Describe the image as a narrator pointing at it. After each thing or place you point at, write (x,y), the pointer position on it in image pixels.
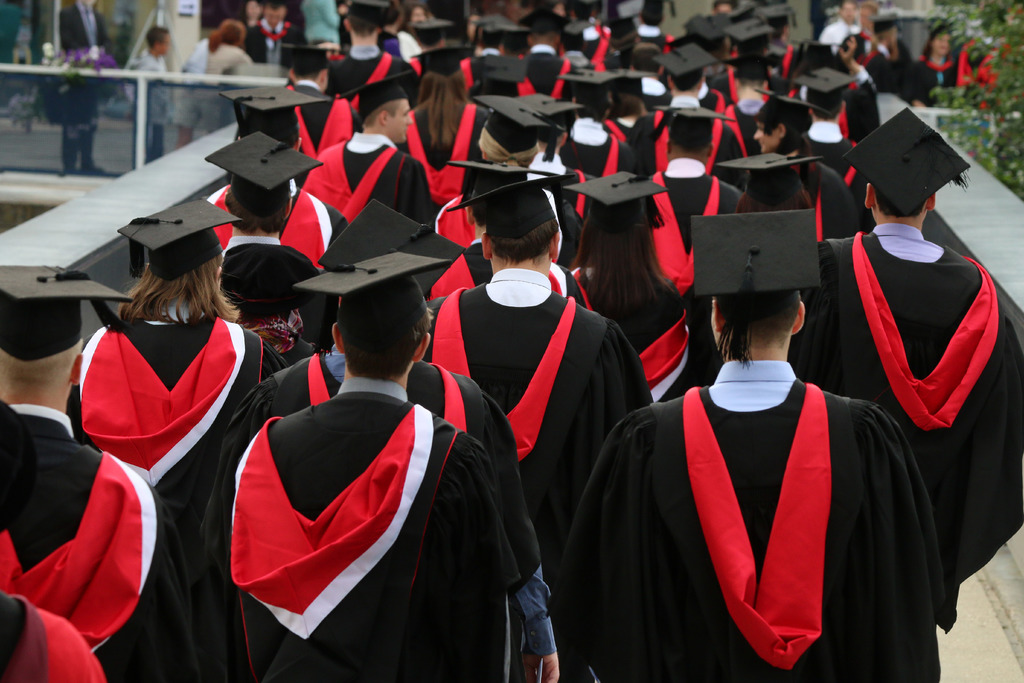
In this image there are people (609,421) wearing a graduation dress (916,615) and walking on a bridge (971,596), in the background (213,50) there are people (199,54) standing, in the top right (1015,81) there is a plant (1020,60).
